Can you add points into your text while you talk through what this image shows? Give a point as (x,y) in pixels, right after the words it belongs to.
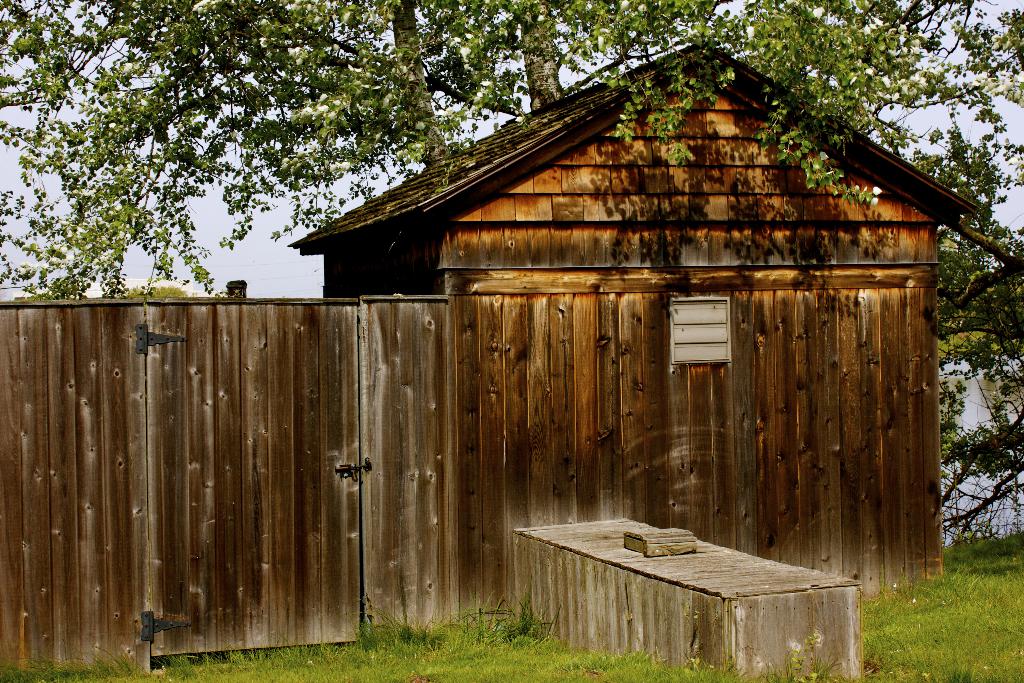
In this image we can see a wooden house (708,371), behind it one tree (615,67) is present. In front of the house (795,359) one wooden box (746,611) and grass (916,626) is there.
